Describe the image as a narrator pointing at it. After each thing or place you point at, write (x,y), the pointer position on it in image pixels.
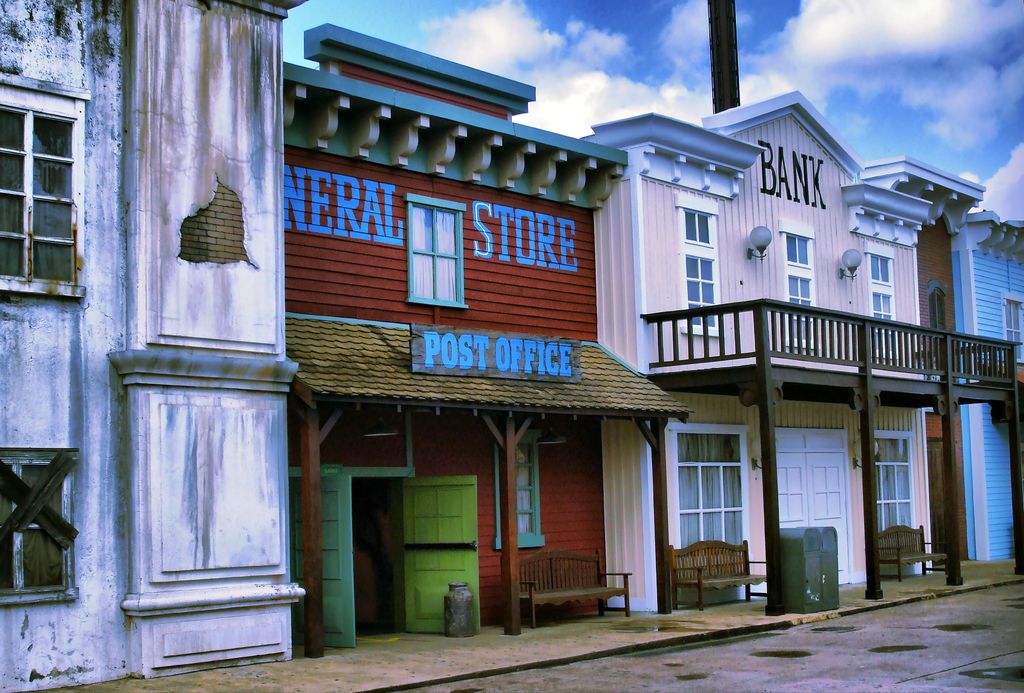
In this picture we can see buildings (646,370), there is the sky (592,40) and clouds (585,38) at the top of the picture (596,47), we can see windows (890,468) and doors (831,477) of these buildings (455,305), at the bottom (581,585) there are benches (734,574).
